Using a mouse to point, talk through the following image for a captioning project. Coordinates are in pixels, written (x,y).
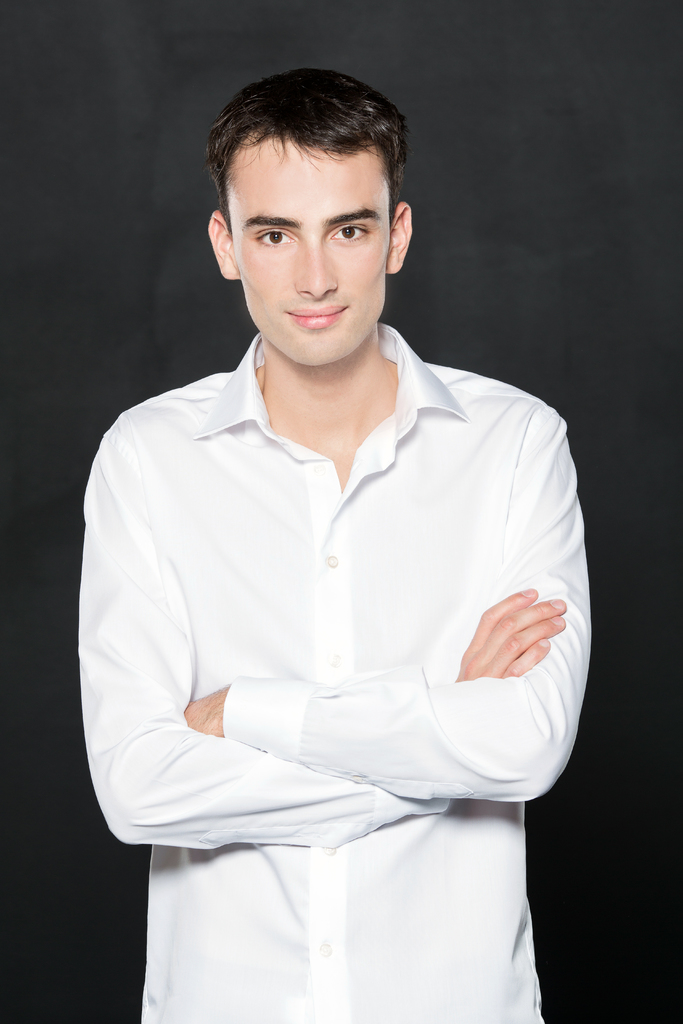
In this image, we can see a person (365,331) and the dark background (139,124).
